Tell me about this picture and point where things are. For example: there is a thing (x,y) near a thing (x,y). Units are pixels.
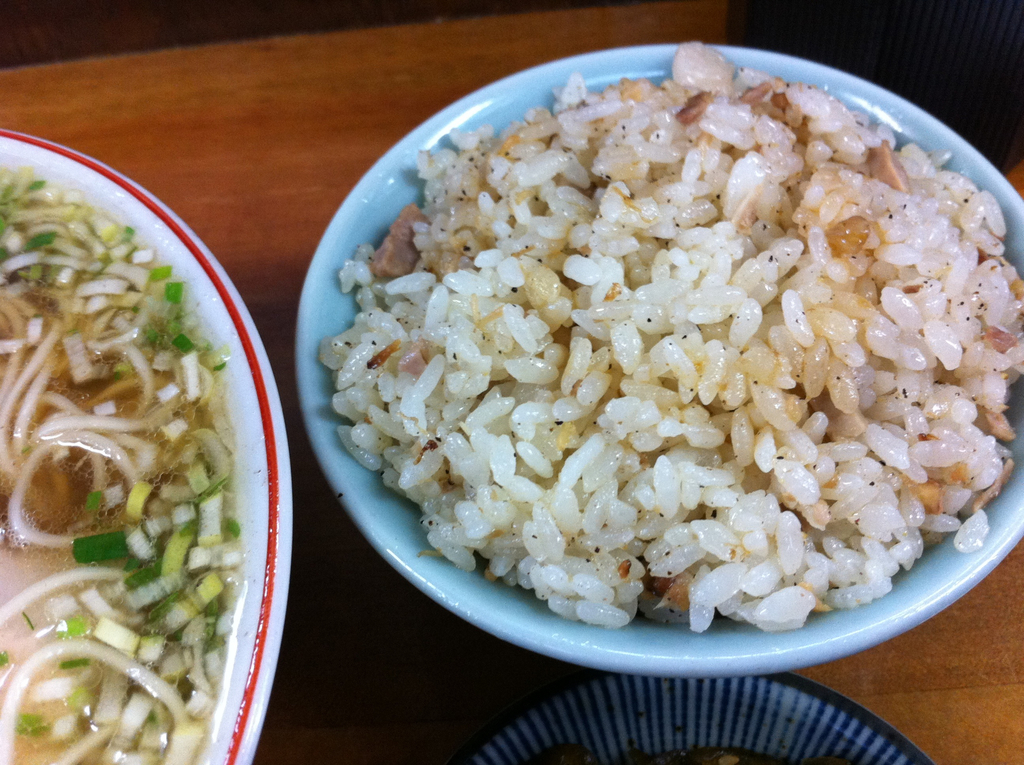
In this image we can see plate (252,494) and a bowl (588,666) on a wooden surface (451,644). In the bowl (476,614) there is rice (637,385). On the plate (253,514) there is a food item (96,634).
